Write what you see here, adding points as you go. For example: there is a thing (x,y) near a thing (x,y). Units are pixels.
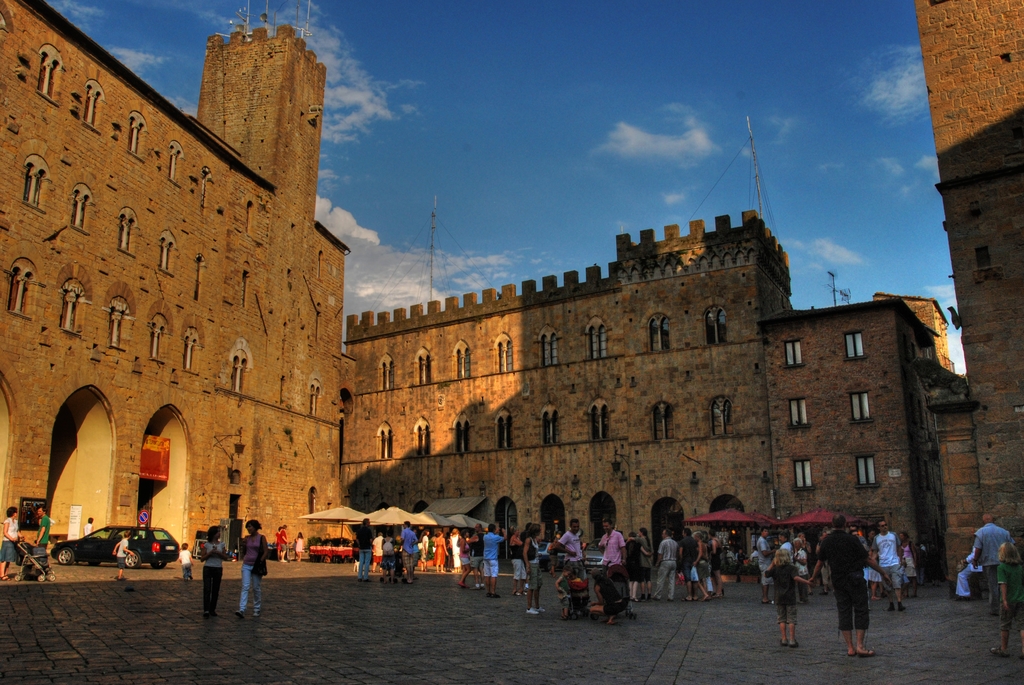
At the bottom of the image (45,563) we can see parasols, motor vehicles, baby prams (42,580) and people (611,595) standing on the ground (513,597). In the background (267,233) we can see buildings (345,251), windows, poles (242,23), towers (261,135), clouds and sky (785,27).
